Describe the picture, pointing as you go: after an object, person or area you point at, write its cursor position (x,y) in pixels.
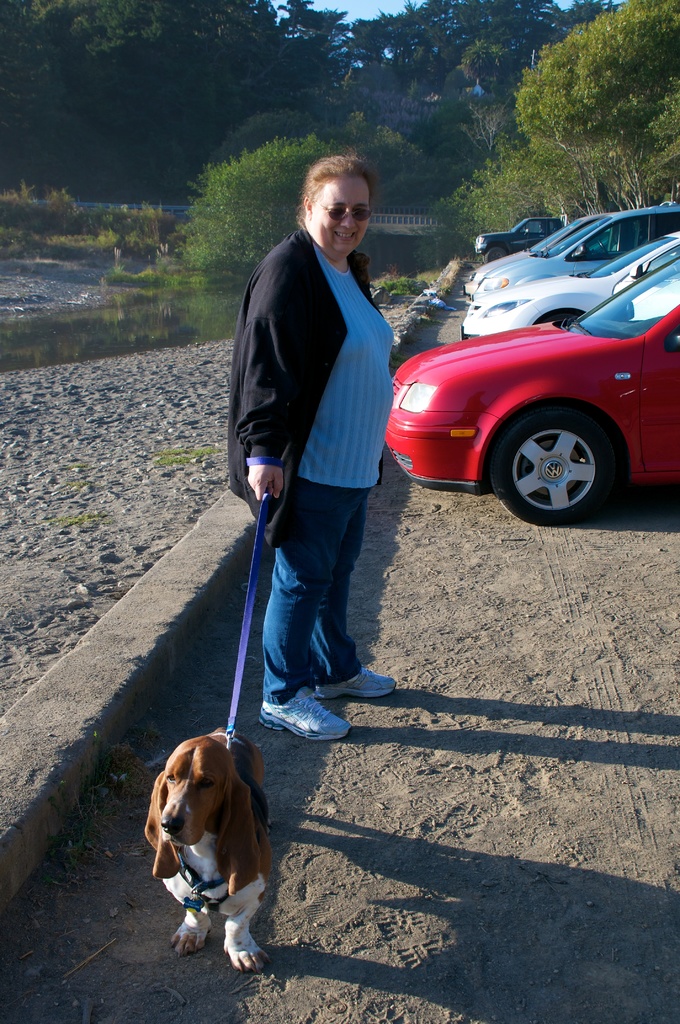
Woman (292,476) standing holding the dog (235,796) near the vehicle (585,383) in the back (603,147) there are trees (325,98).
